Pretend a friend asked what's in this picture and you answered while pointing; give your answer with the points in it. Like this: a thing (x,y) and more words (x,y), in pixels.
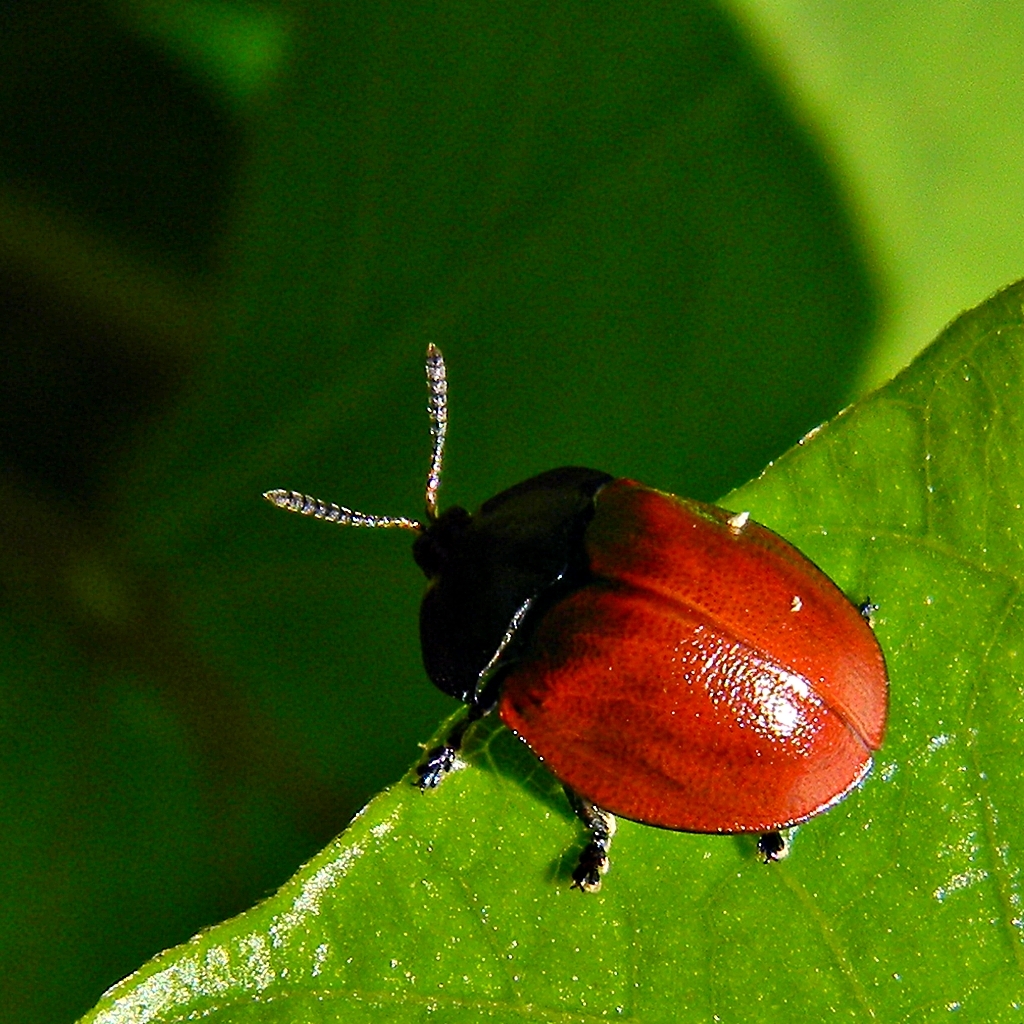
In this image we can see an insect (714,673) on a leaf (572,830).
